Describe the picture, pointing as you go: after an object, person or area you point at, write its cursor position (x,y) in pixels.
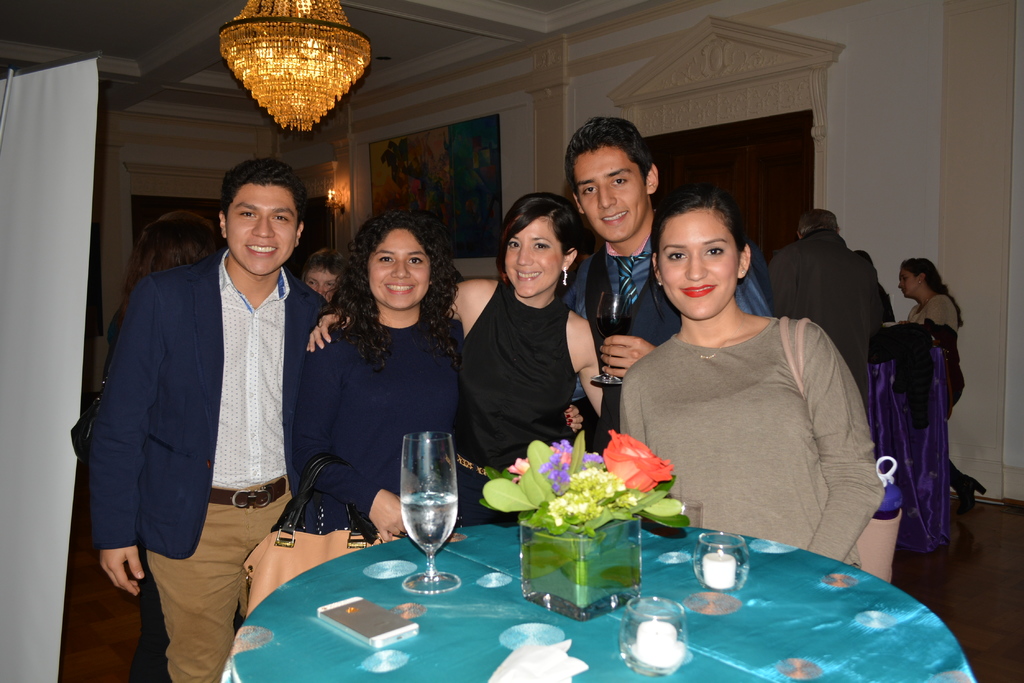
This picture describes about group of people (585,279), in the middle of the given image few persons (341,326) are standing and they are all smiling, in front of them we can find a glass (424,502), mobile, flower vase (554,591) and couple of candles (675,612) on the table (715,609), besides to them we can find a hoarding (59,331), in the background (401,166) we can see couple of wall paintings (448,168) on the wall (508,149), on top of them we can see a chandelier light (335,51).
